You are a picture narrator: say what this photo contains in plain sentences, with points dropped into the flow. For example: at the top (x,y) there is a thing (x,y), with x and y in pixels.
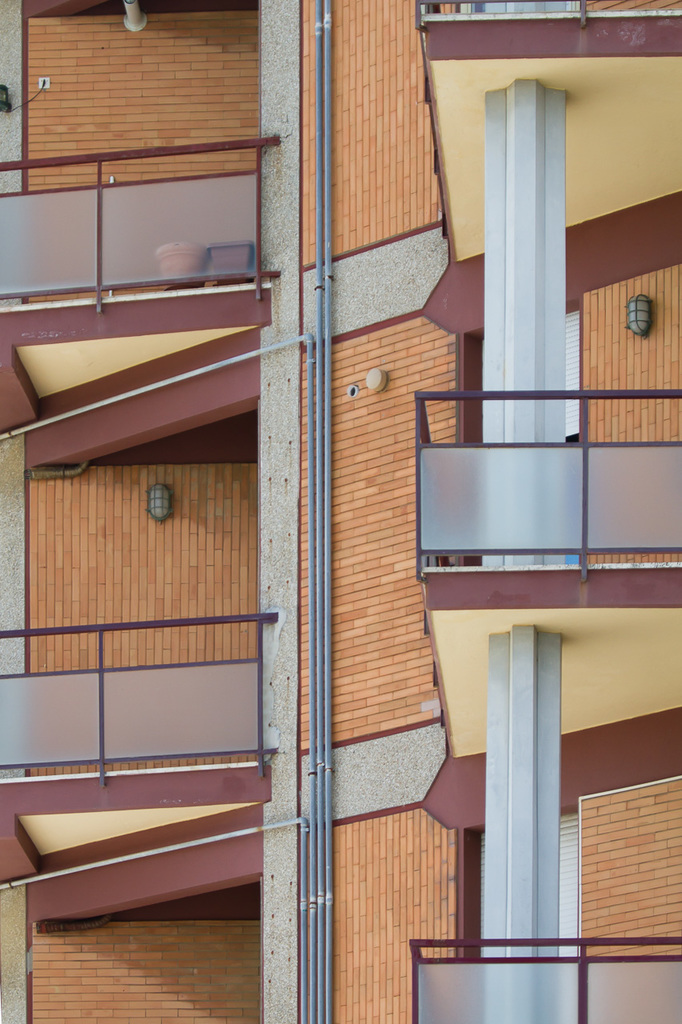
This is a picture of a building (257,316), where there are pipes (317,4), iron rods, pots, lights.
